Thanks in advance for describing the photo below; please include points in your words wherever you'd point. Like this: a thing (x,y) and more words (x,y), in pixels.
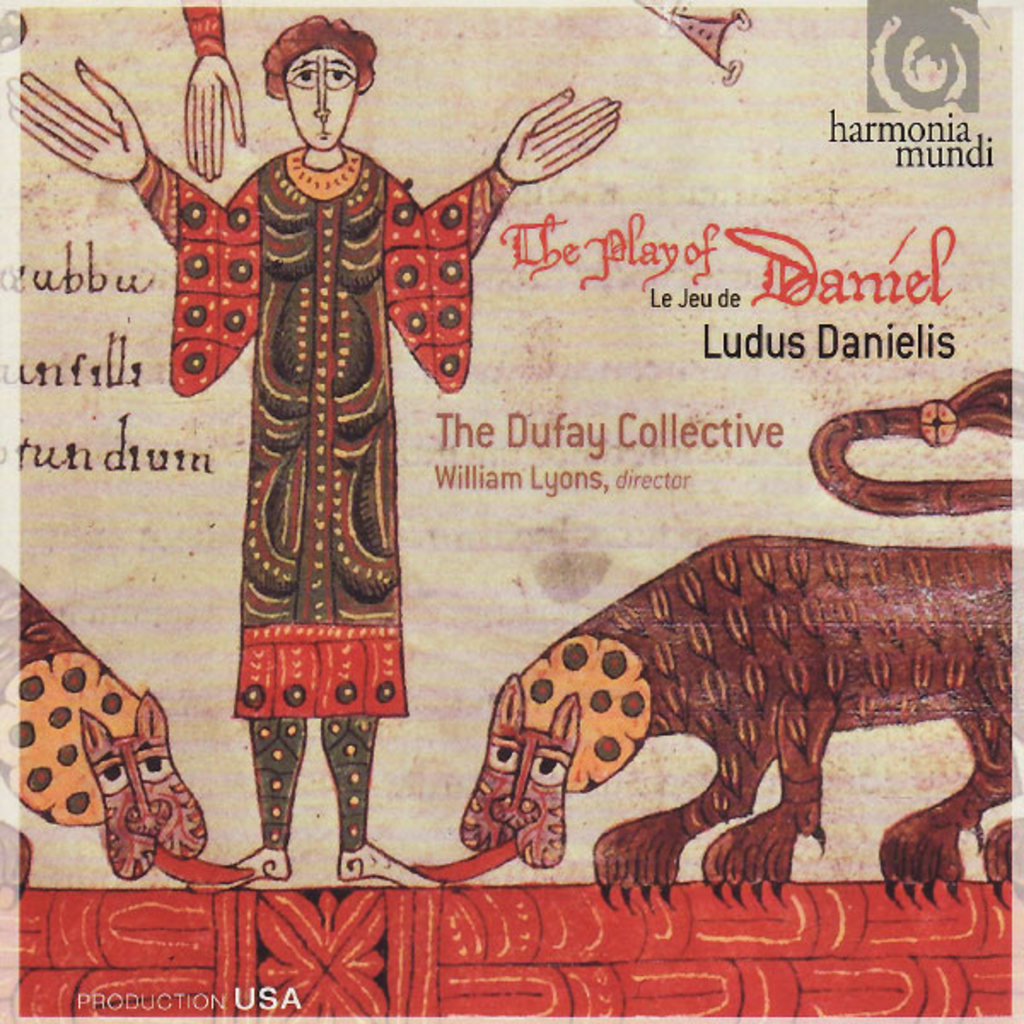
In this picture we can see a poster (643,562), here we can see depictions (283,246) of a person (297,232) and two animals (668,635), we can see some text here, at the right top (929,80) we can see a logo (921,101).
